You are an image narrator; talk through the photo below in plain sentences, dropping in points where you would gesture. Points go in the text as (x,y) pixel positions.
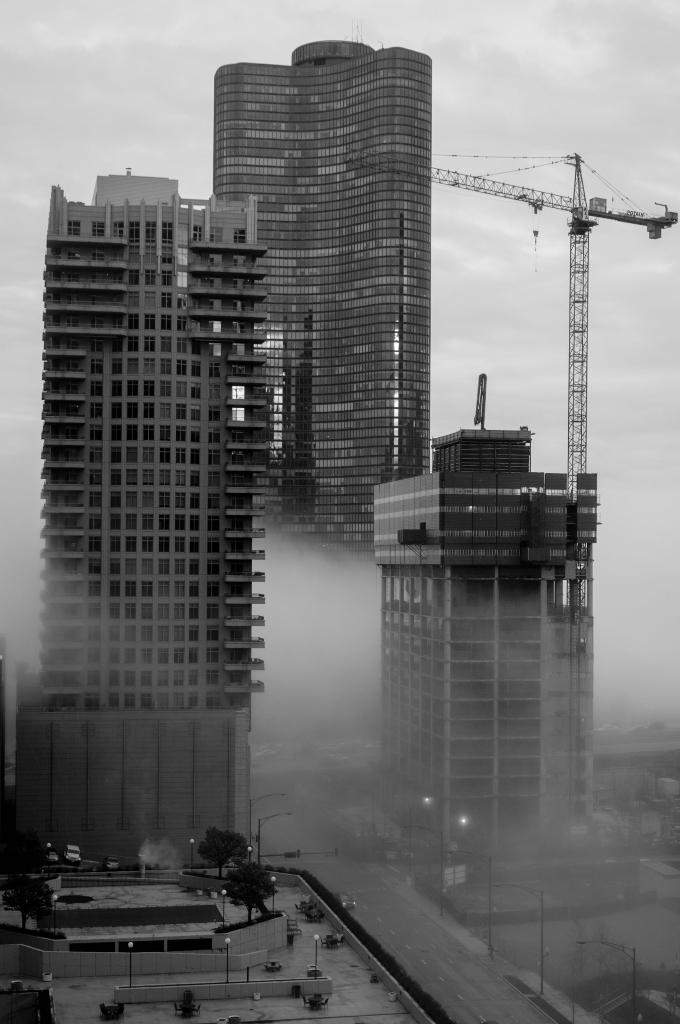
In this image we can see a black and white picture of buildings (334,506), a crane (569,336), few street lights (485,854), trees (250,895), a vehicle (351,906) on the road (410,936) and the sky (175,122) in the background (128,122).
